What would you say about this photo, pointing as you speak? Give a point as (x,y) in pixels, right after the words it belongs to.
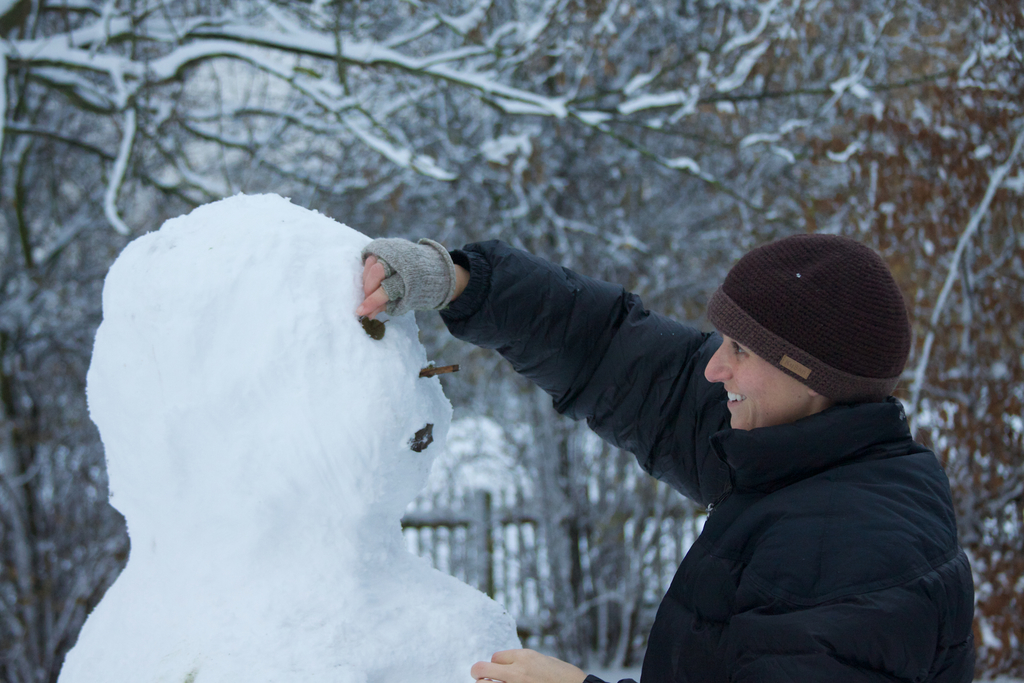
In this image we can see a person (843,252) is standing, and smiling, he is wearing the jacket (865,425), in front (262,312) here is the ice (294,422), here are the trees (723,193), here is the snow (270,107) on it, here is the fencing (483,542).
